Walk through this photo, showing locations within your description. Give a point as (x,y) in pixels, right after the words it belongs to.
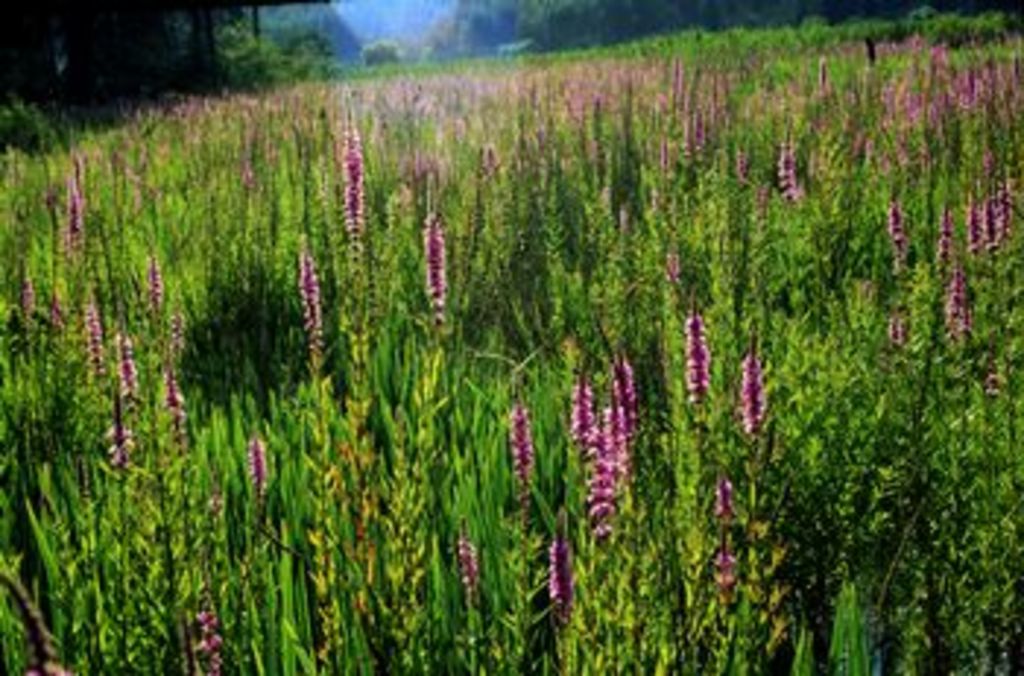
In this image we can see some flower plants (459,261). At the top of the image (734,11) there are trees (362,42).
